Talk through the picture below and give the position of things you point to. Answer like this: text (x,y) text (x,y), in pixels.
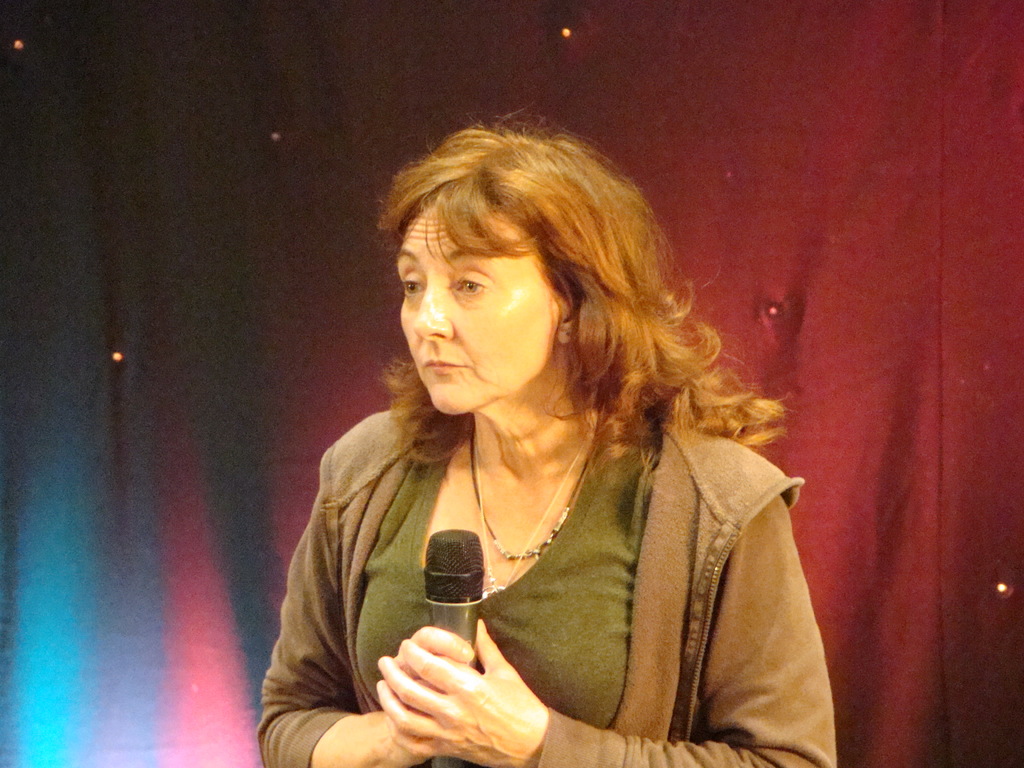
In this image, In the middle (671,450) there is a woman (608,388) she is standing and holding a microphone (464,607) which is in black color, In the background (952,419) there is a red color curtain (623,101).
